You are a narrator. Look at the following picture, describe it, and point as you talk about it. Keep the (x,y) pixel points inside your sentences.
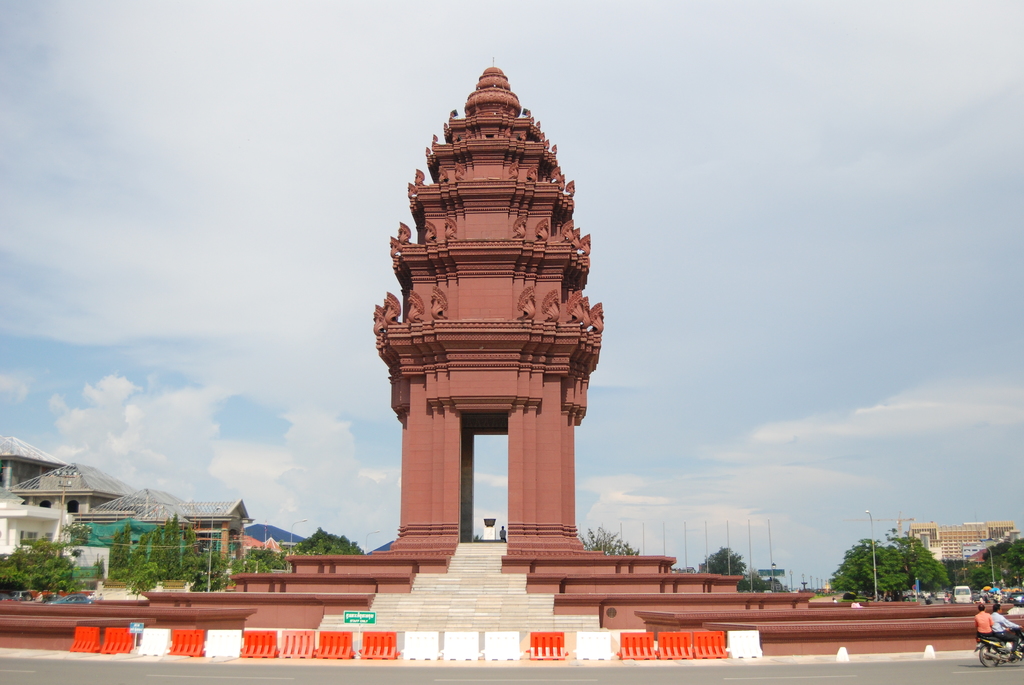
In this picture I can see few buildings (953,551), trees (919,566) and a monument (957,647) and I can see a motorcycle (999,642) and few vehicles (961,595) moving on the road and few pole lights (870,512) and a cloudy sky (577,184).
